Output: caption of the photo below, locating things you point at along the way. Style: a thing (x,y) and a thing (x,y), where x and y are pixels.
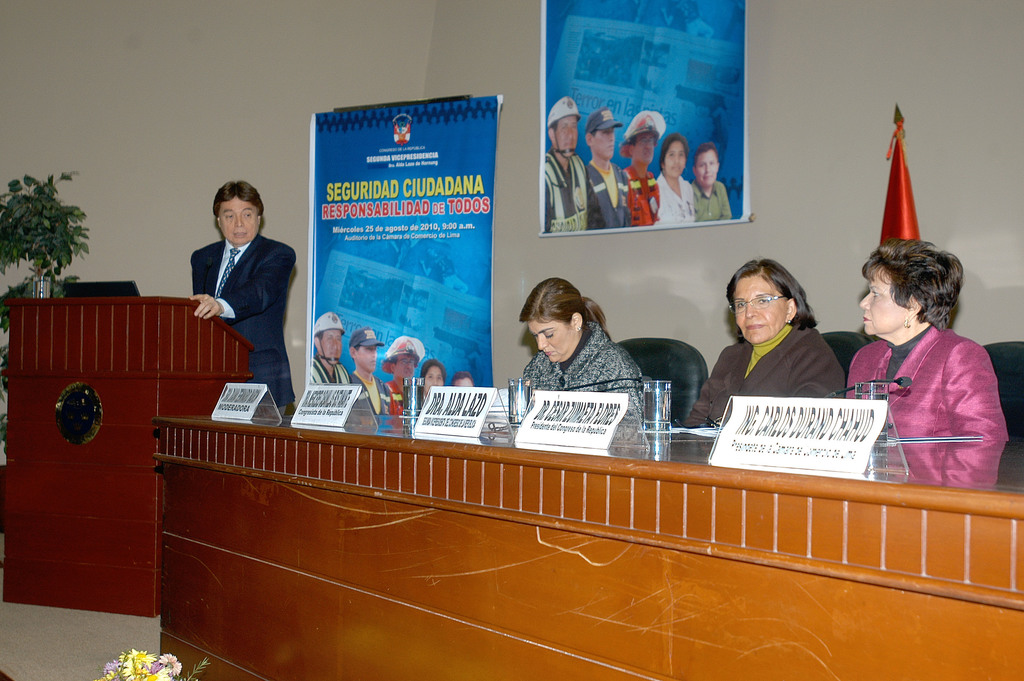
This image is taken indoors. In the background (334,117) there is a wall (798,51) with two posters (413,214) and text (459,178) on them and there is a flag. On the right side of the image (685,434) there is a table (265,595) with a few name boards (230,396), glasses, papers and mics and three women (757,385) are sitting on the chairs (1015,398). On the left side of the image (110,358) there is a podium (110,458) with a laptop (72,293) and a glass of water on it and a man (245,289) is standing on the floor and there is a plant (66,223).
